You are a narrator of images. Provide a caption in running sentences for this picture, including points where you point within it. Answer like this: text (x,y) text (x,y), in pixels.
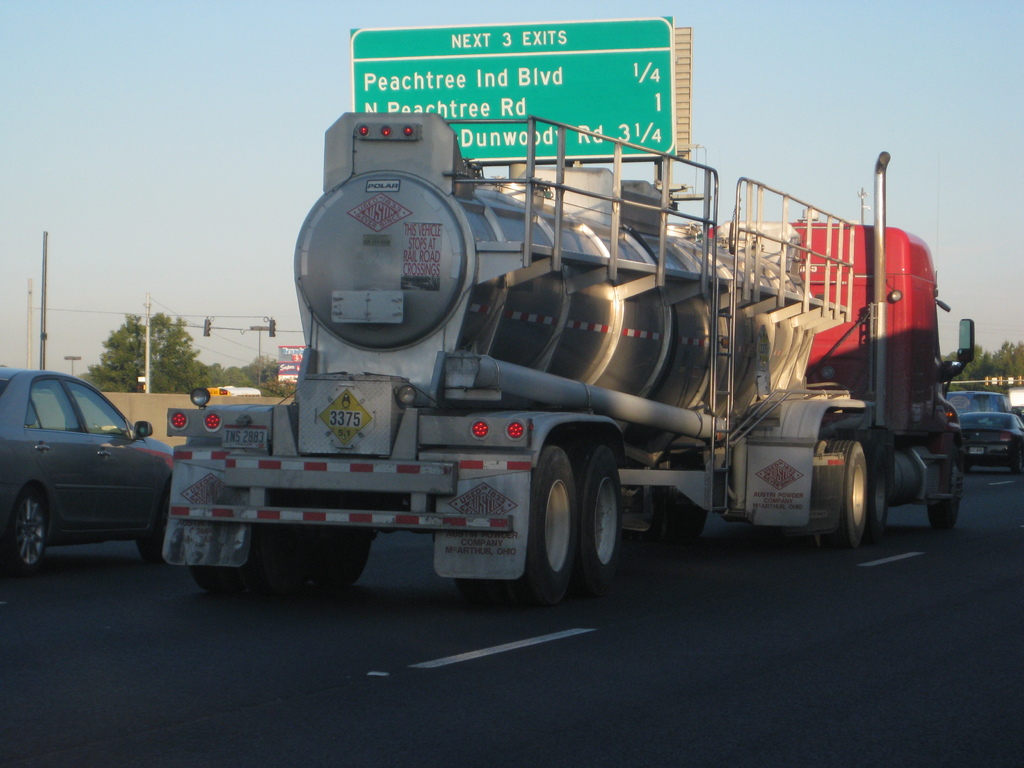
In this image, we can see few vehicles (453,519) on the road (559,678). Background (122,348) we can see wall (131,405), trees (117,367), poles (29,332), traffic signals (211,332), banner (288,372), board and sky (841,102).
